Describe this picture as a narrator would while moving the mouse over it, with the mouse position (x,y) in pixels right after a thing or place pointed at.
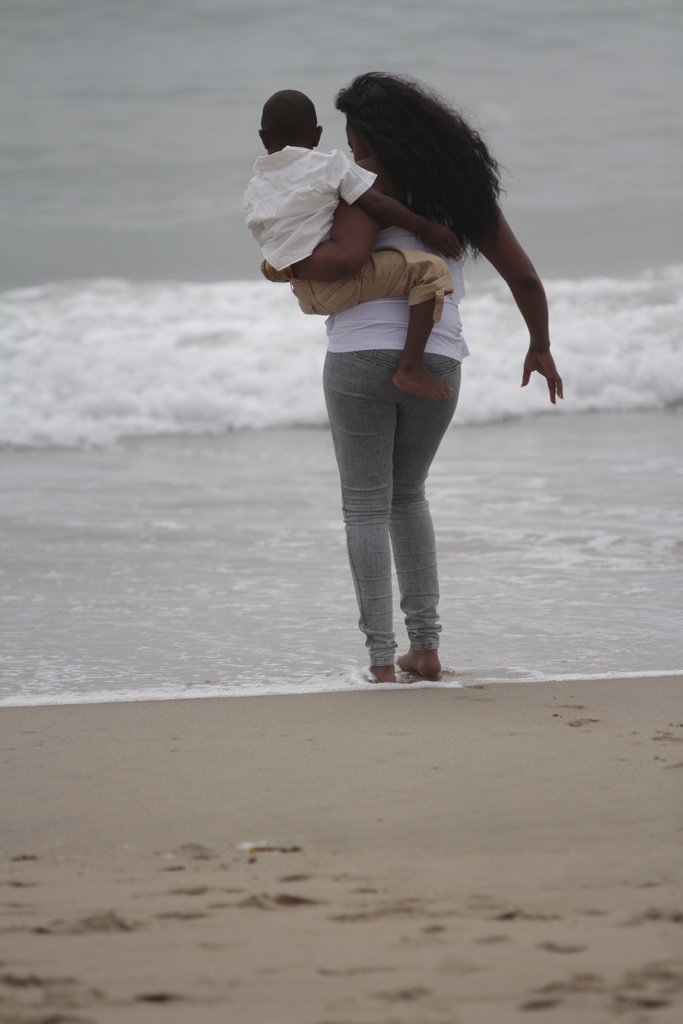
This is the picture of a sea (505,50). In this image there is a woman (383,376) standing and holding the boy (262,179). At the back (130,388) there is water (250,312). At the bottom (228,767) there is sand (412,856).
